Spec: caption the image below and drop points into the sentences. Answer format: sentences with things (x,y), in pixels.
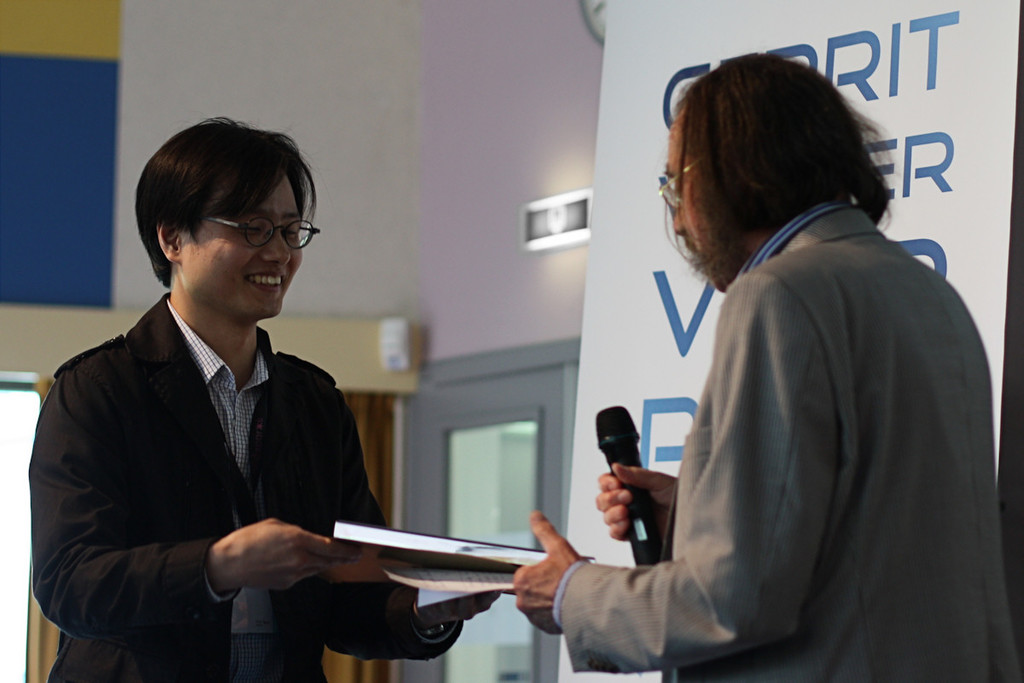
In the picture I can see two persons (327,496) are holding book (421,569) and among them one person (652,498) is holding microphone (647,525), side we can see banner (900,35) and behind we can see door (475,423) to the wall (454,140).
